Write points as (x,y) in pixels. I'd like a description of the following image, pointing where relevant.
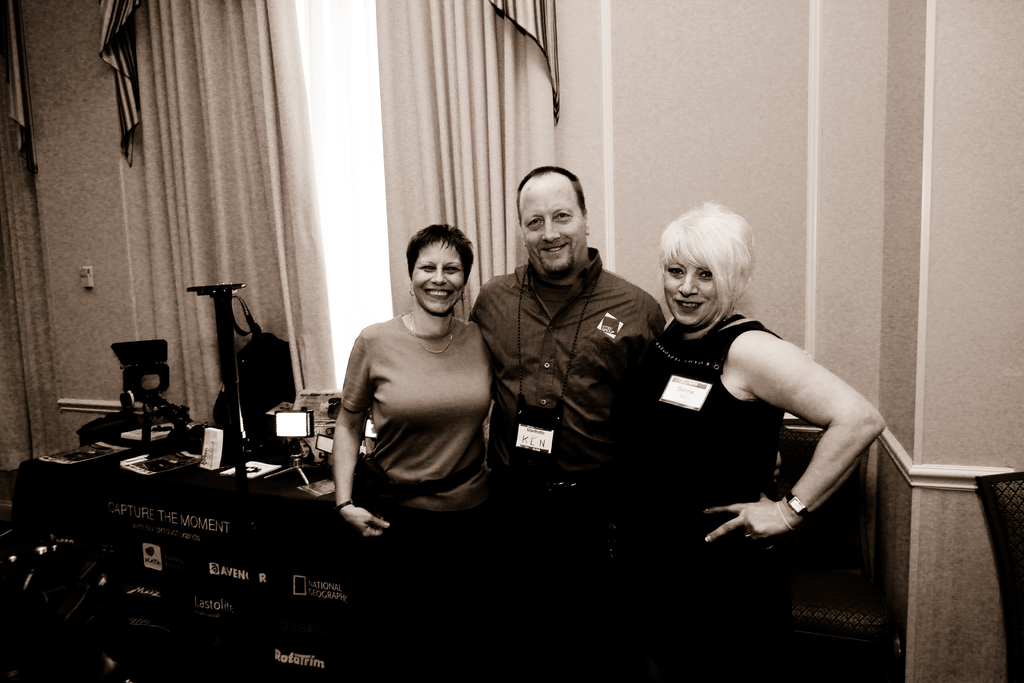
In this picture there are three people (694,426) standing and smiling and we can see objects (307,460) on the table (155,447). In the background of the image (398,161) we can see curtains (29,162) and wall (825,246).
